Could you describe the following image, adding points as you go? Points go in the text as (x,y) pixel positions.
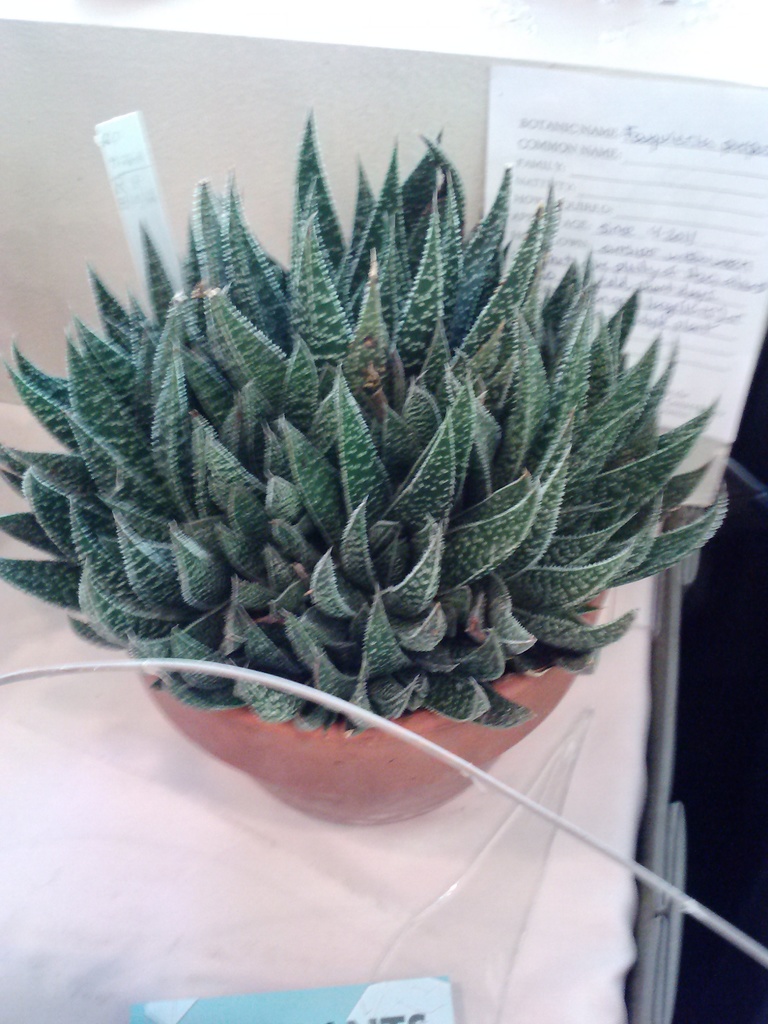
In this picture, we see plant pot (366,587) is placed on the table (338,884) which is covered with the white cloth (340,853). At the bottom (239,1003), we see a blue color object (272,1002). In the background (274,77), we see a wall (342,107) on which a paper (561,246) containing text (679,334) is pasted.
